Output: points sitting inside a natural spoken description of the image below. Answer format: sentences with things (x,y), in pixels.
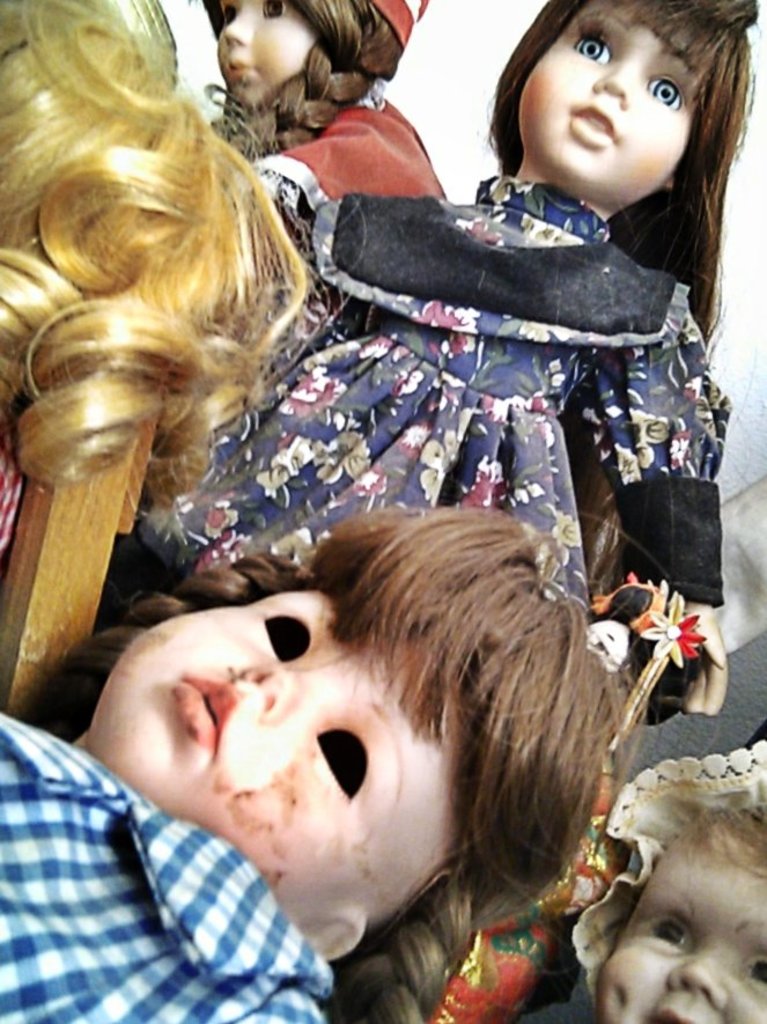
In this image, I can see four dolls (324,589) with clothes (264,524). This looks like a hair (87,256). I think this is the wooden stick (62,579).
